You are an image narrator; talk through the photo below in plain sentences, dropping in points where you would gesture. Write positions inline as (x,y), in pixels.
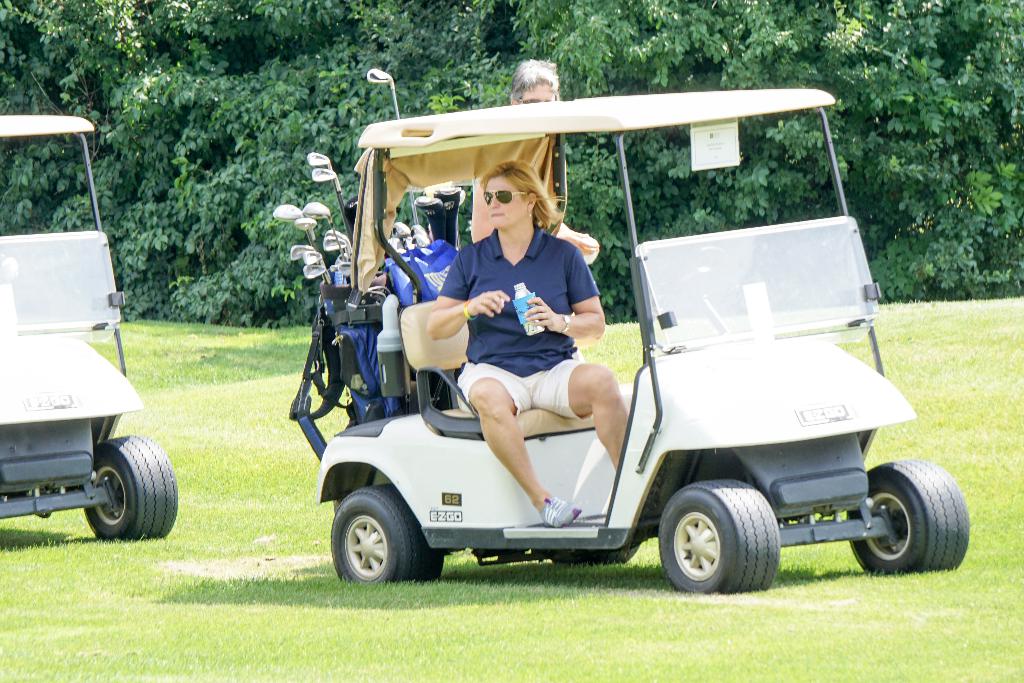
In this image I can see two people (526,207) and many golf-sticks (324,261) in the vehicle (486,465). To the left (56,406) I can see an another vehicle (22,300). These are on the ground (444,586). In the background (596,62) I can see many trees (598,47).
